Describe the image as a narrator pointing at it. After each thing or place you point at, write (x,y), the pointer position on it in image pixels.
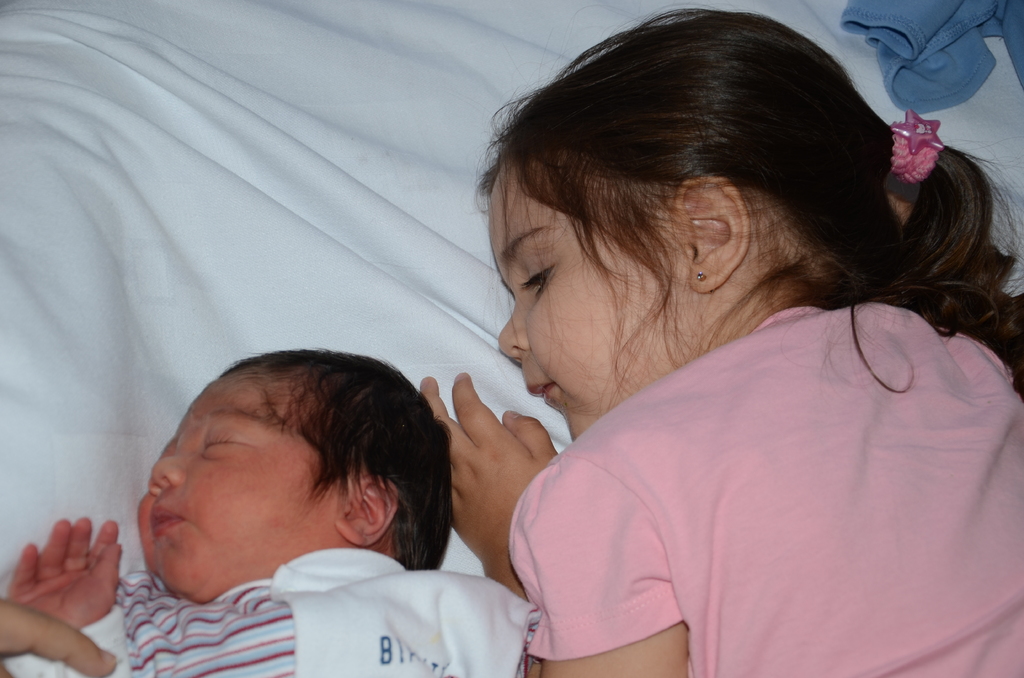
In the image we can see a bed (119,417), on the bed (321,318) two kids (190,542) are lying. In the top right corner of the image (912,8) we can see a cloth (912,8).
